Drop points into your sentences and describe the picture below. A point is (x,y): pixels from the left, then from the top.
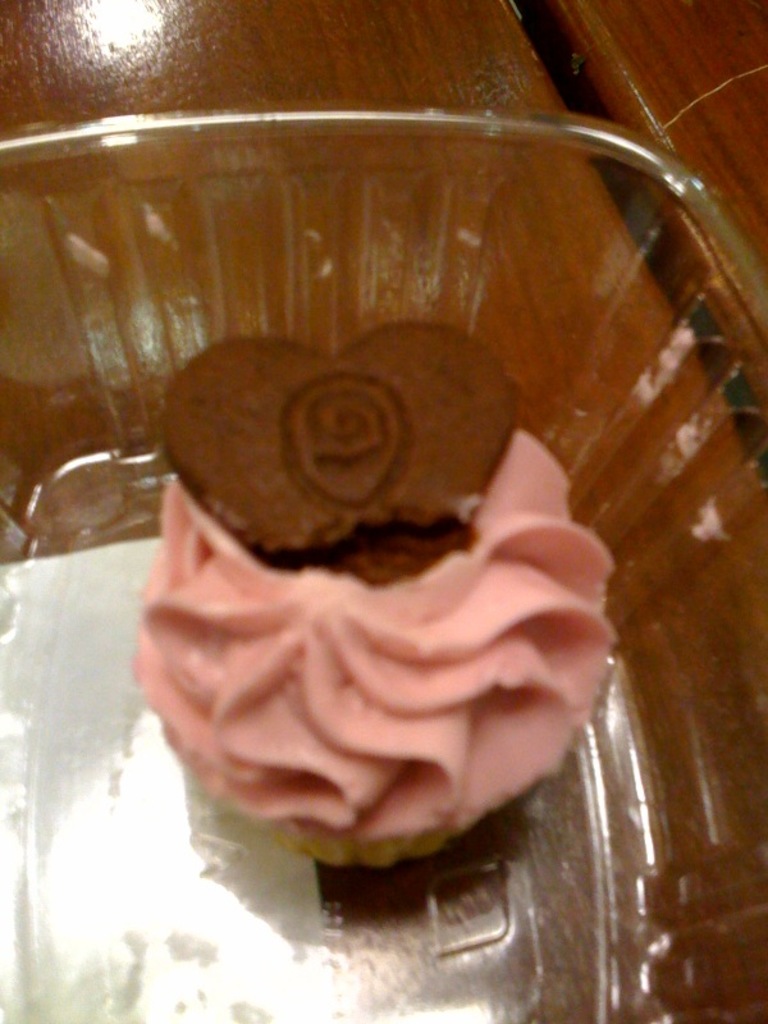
In this image we can see two tables (409,66), one bowl (26,514) with food (371,664) on the table (370,74) and one white object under the bowl (314,240) on the left side of the image (76,726).
